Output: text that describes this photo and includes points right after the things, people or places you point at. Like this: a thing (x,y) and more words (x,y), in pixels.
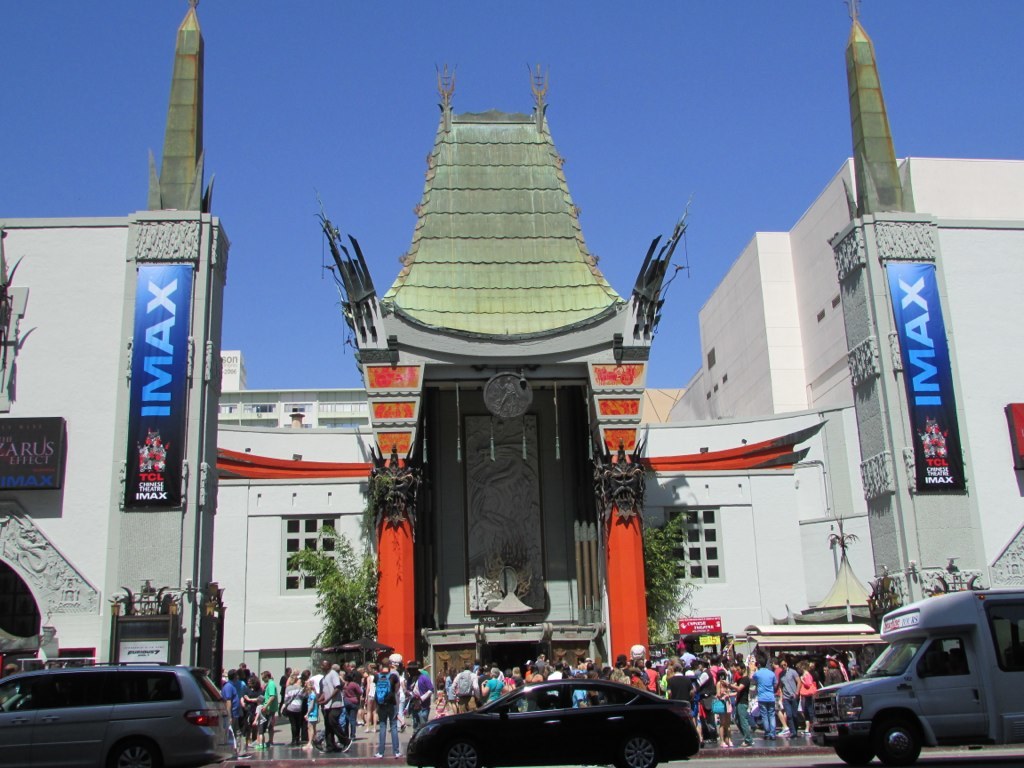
In this picture we can see vehicles (540,701) and people (417,711) on the road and in the background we can see a building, trees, boards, sky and some objects (626,509).
